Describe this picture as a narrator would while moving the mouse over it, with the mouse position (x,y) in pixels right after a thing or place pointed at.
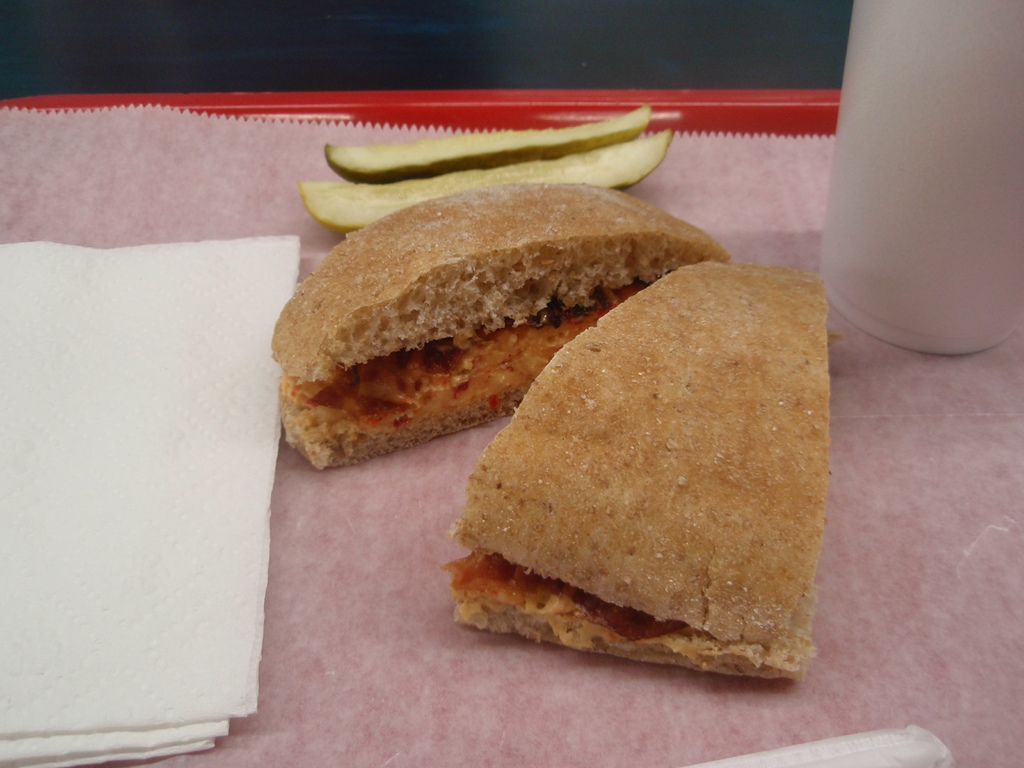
In this image we can see a tray (979,410) in which a food item (706,568), tissues (74,306) and a glass (877,198) are there.
